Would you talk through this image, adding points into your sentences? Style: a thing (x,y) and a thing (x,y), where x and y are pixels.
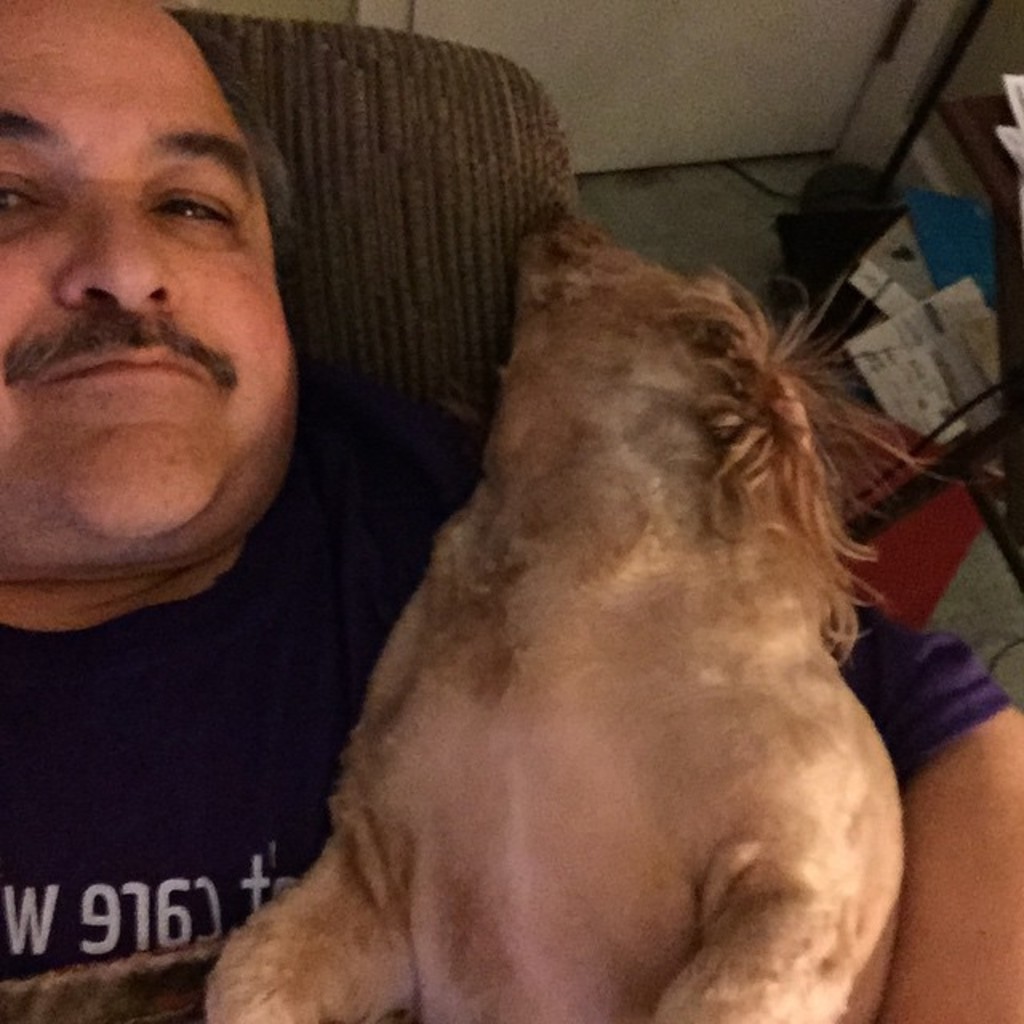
In the image we can see there is a man (180,633) who is lying on the chair (375,199) and he is holding a dog (704,831). Behind there are papers (912,335) and books (976,242) on the stand (1000,169).
